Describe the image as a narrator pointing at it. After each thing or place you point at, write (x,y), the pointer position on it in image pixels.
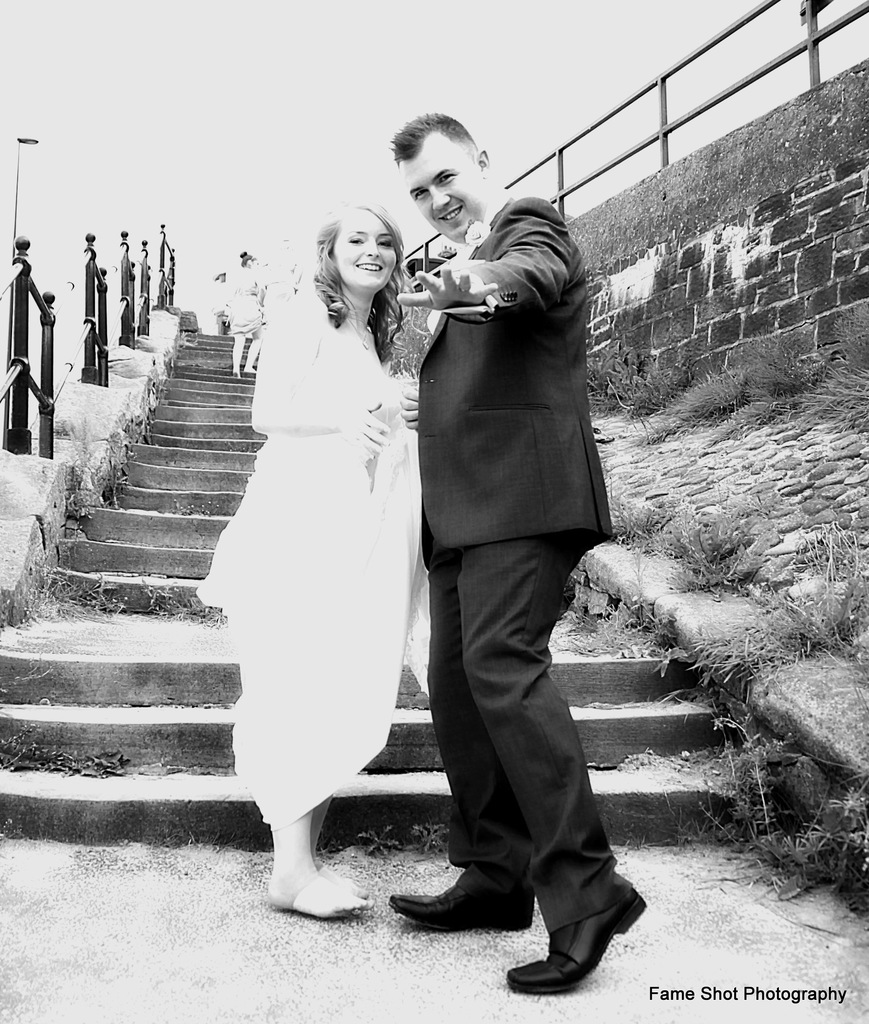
In the foreground (301,575), I can see two persons (482,411) are standing on the road (714,974) and I can see a text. In the background (91,327), I can see grass (704,403), fence (141,327), two persons (235,366) on the steps (188,370) and I can see the sky (295,154). This picture might be taken in a day.
